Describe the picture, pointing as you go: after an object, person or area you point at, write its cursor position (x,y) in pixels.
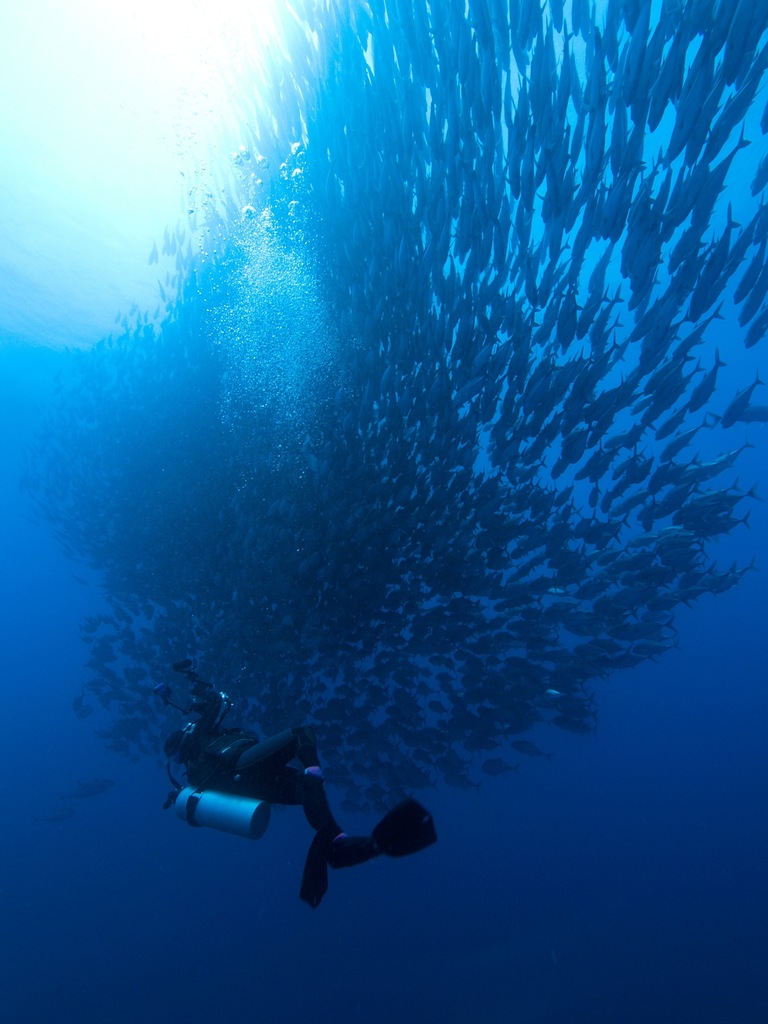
In this picture we can see an underwater environment (662,912), there is a person (317,893) swimming in the water (672,916), we can also see fishes (656,45), this person (234,785) is carrying a cylinder (221,806).
